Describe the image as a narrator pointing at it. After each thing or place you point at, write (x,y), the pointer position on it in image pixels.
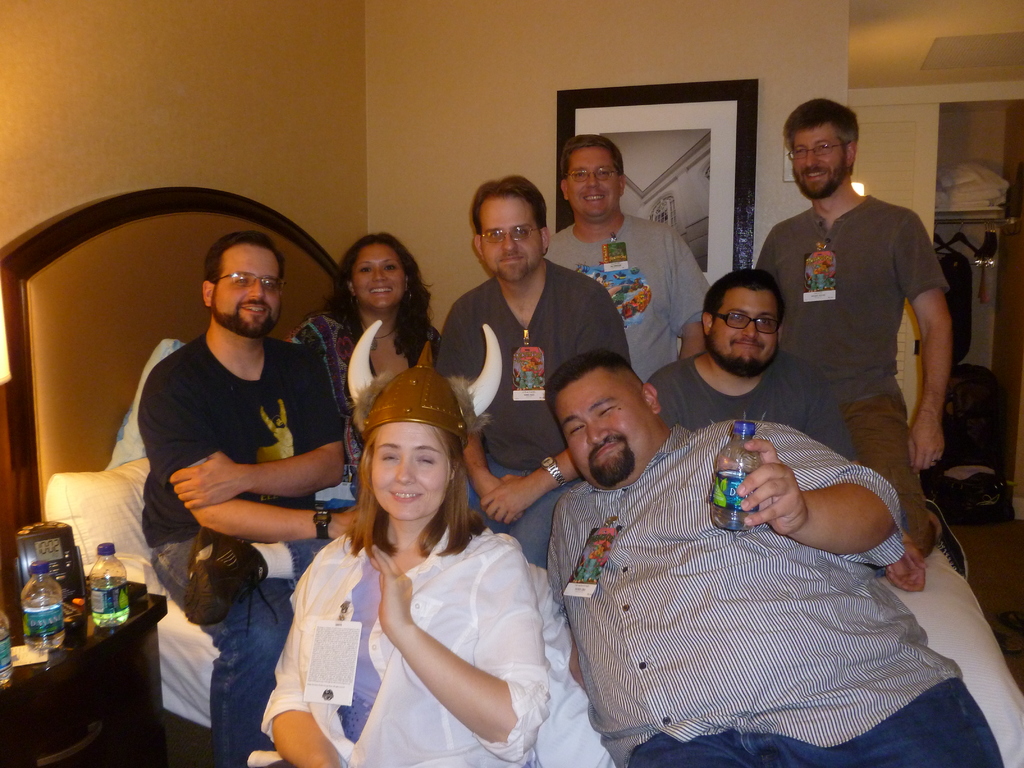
In this picture we can see a group of people (369,707) smiling, bed (189,700), pillows (111,508), bottles (122,568), frame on the wall (588,53) and in the background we can see clothes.
